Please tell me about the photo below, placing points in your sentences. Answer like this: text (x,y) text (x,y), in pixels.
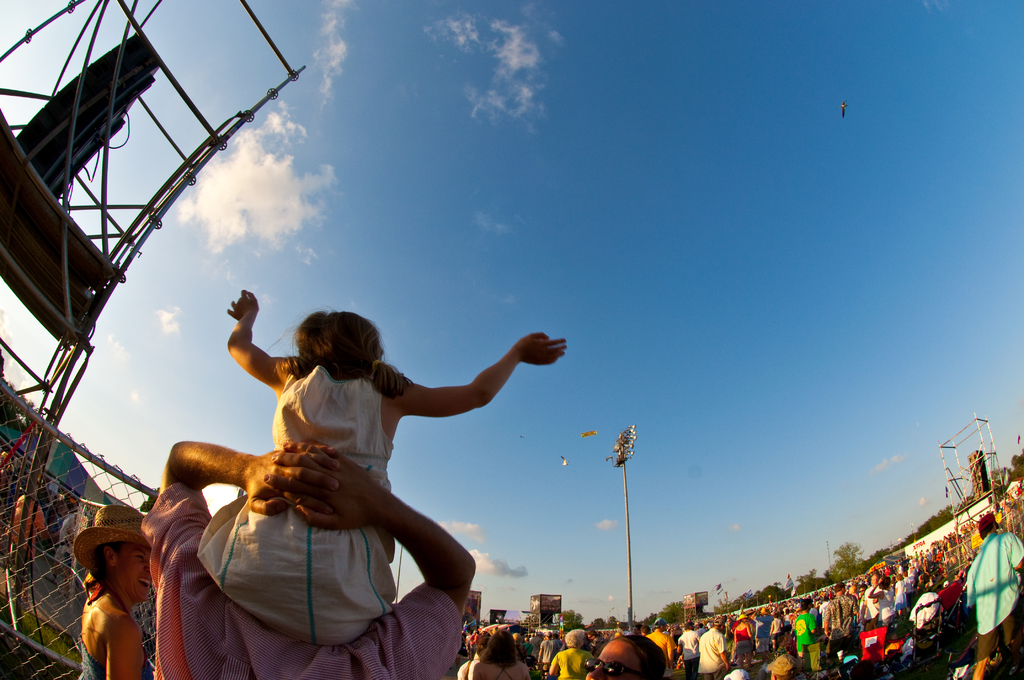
At the top (772,203) we can see a clear blue sky (533,181) with clouds (308,185). We can see a kid (280,561) sitting on the shoulders (345,655) of a person (317,653). We can see people (984,572). This is a net mesh (51,564) and woman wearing a hat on the left side of the picture (32,551). Far we can see trees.
